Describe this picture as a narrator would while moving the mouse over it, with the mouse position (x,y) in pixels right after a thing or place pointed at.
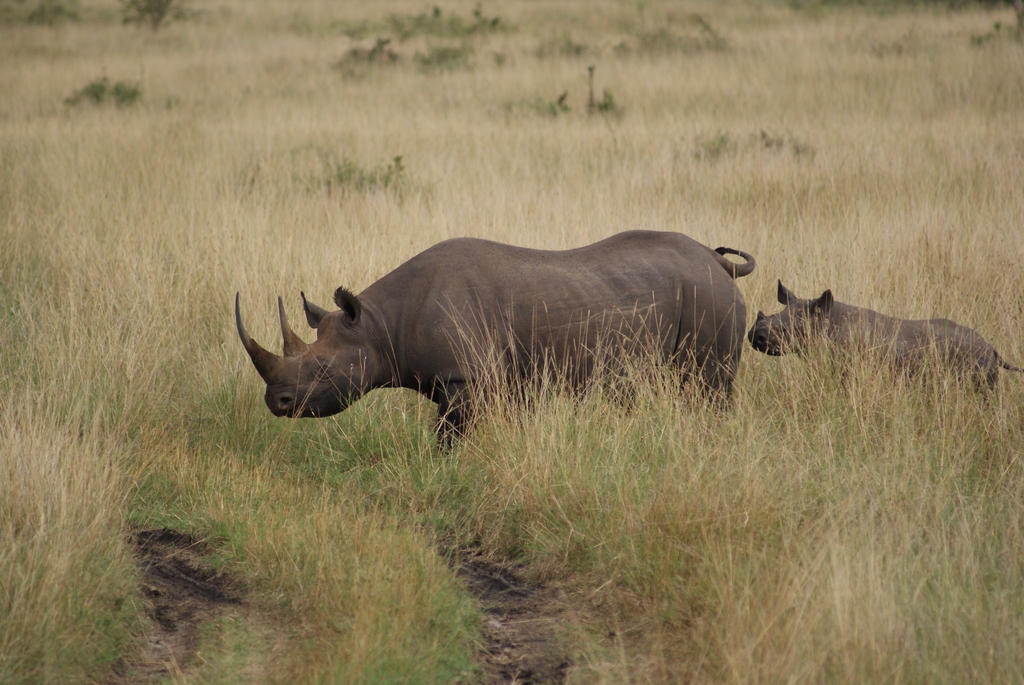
In this picture we can see few rhinos (488,294), plants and grass (163,246).
